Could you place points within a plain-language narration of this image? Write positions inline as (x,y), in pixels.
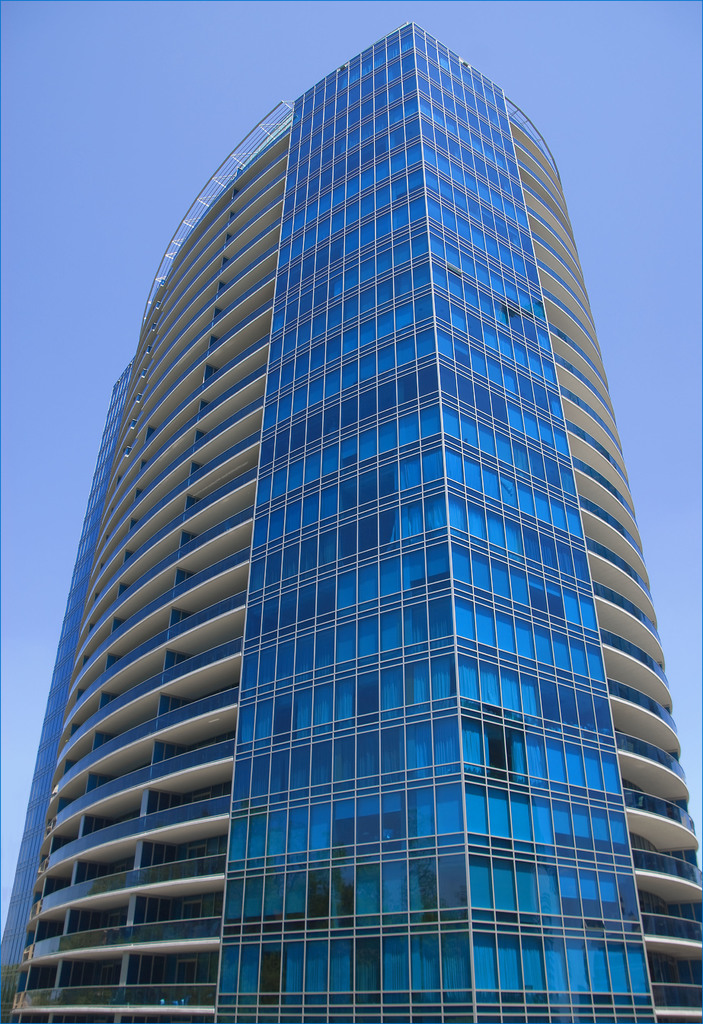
In this image there is a building (403,314) and back side of building (547,219) there is the sky (660,104) visible.
